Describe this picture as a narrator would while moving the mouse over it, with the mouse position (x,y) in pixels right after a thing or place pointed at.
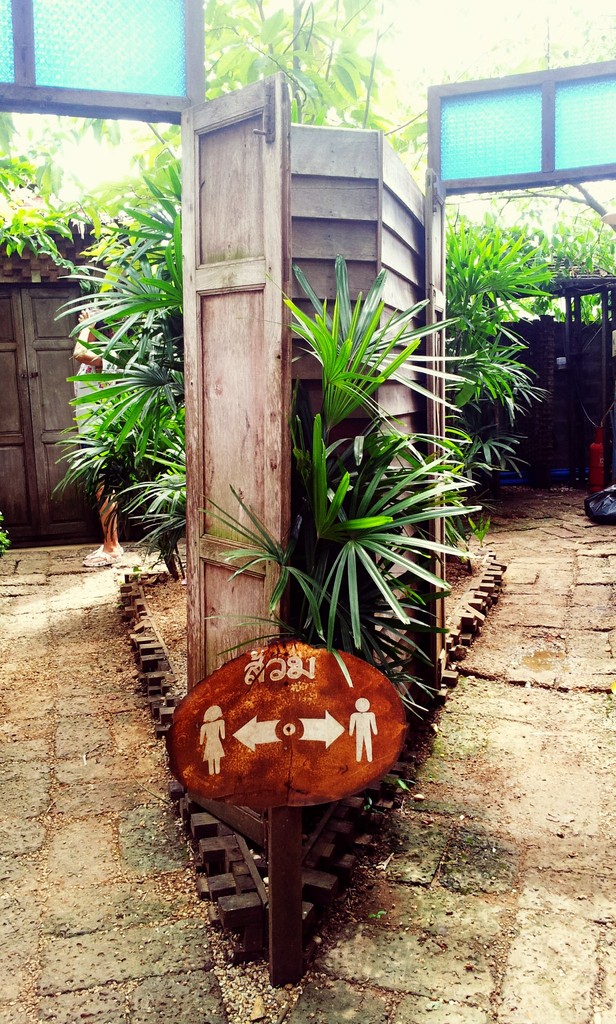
In this image we can see some plants (107,414), boards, poles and doors (60,334), also we can see a person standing on the ground (104,590).
